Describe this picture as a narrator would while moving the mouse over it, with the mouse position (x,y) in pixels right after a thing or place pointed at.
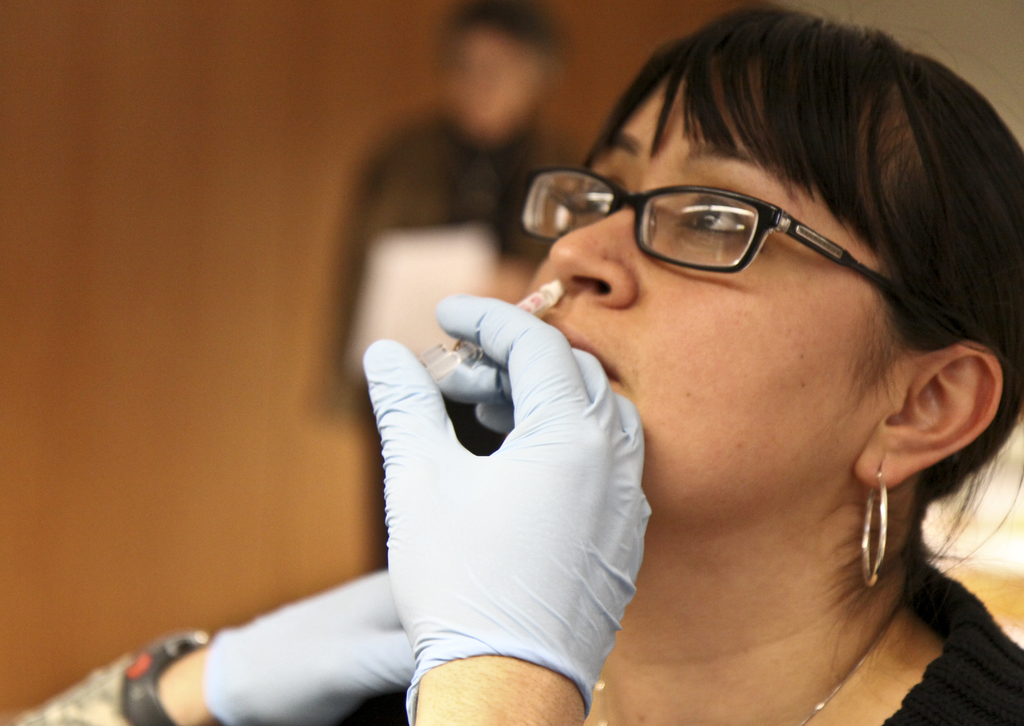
In this image in the front (559,213) there is a woman (642,299) wearing specs (666,236) and there is a hand (497,560) of the person (369,641) wearing gloves (473,608) and holding an object (446,359) which is white in colour and the background (326,350) is blurry.
